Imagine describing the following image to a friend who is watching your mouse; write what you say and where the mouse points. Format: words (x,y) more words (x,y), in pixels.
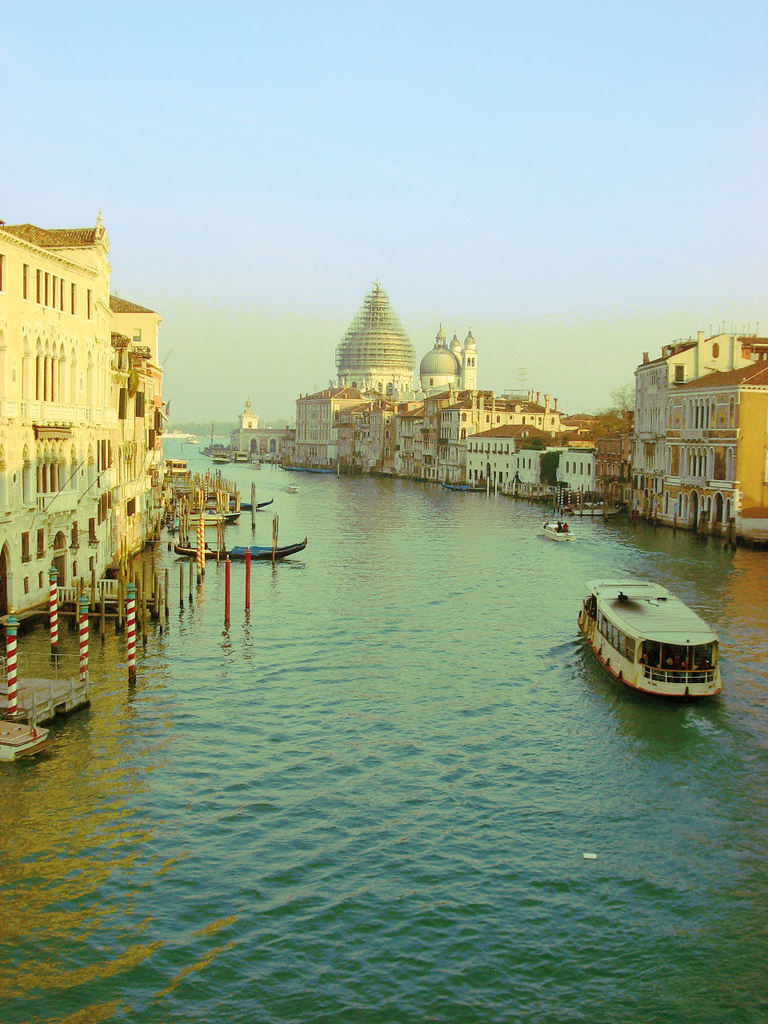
In this image on the right side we see a boat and the background (276,369) is the sky (210,251) and there are buildings (18,566) on the left side (147,325).
